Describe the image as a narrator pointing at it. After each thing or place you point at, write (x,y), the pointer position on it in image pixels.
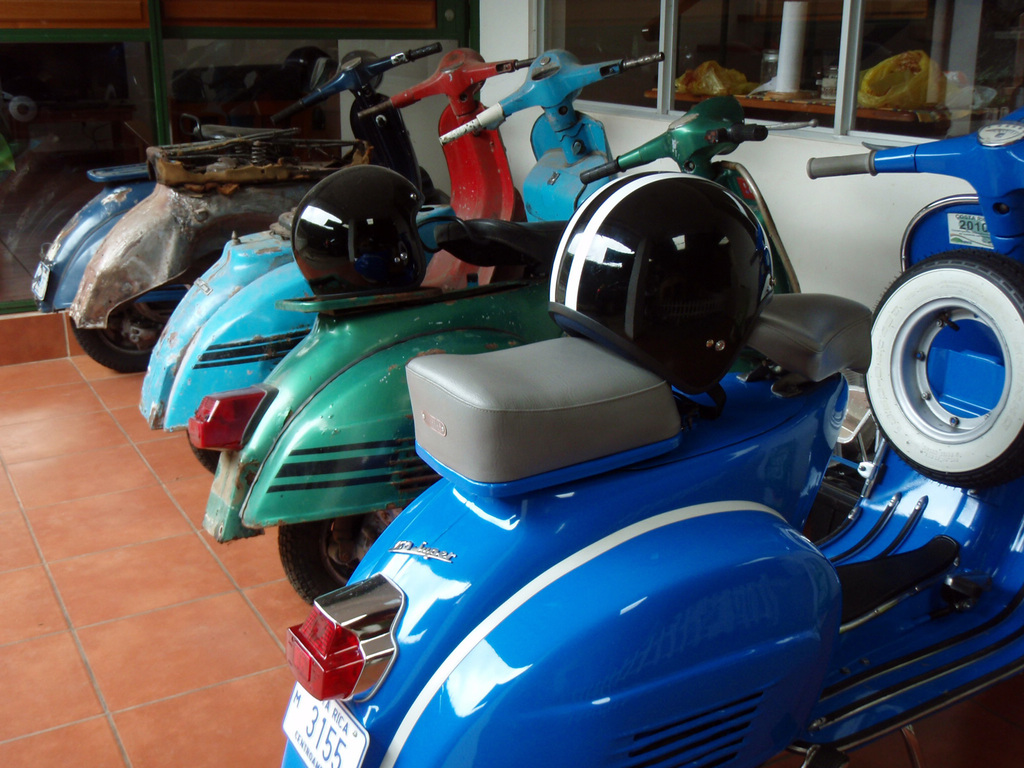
In this image I see 5 scooters (260,367) which are of different colors and I see 2 helmets (706,225) over here and I see the floor (76,418). In the background (566,44) I see the glasses (727,54) and I see the white wall (527,49).
